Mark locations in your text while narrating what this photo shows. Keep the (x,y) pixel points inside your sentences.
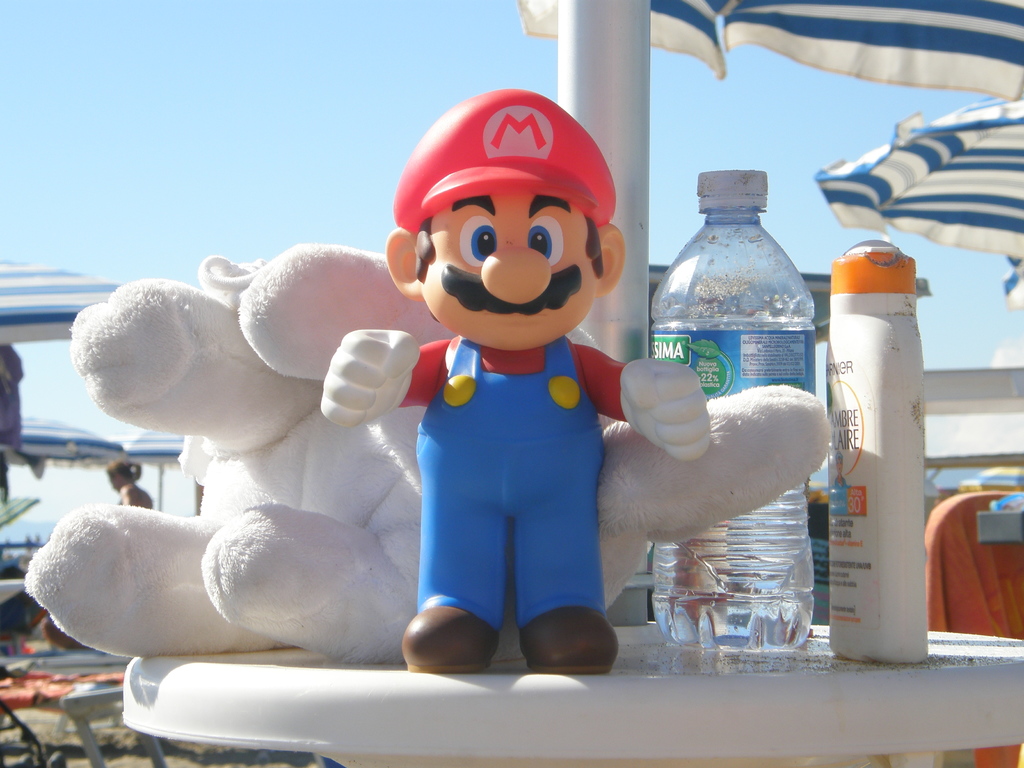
On this table (533,727) there is a cartoon toy (536,435) and bottles (861,389). These are umbrellas (907,52). Far the person (122,481) is standing. Sky (104,111) is in blue color.
